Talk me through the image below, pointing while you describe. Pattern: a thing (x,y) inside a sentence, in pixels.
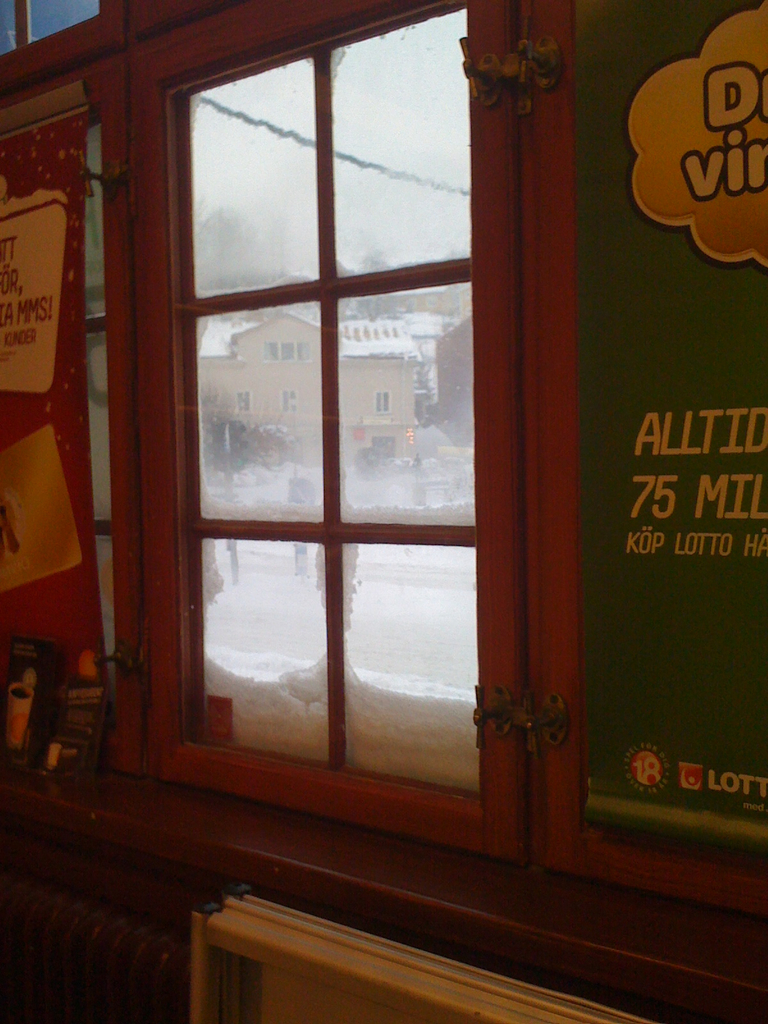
In the picture I can see a window (274,566), boards (684,375) with something written on it. From the window (301,418) I can see buildings (381,386), trees (243,446), the sky (357,189) and some other objects (339,153).
